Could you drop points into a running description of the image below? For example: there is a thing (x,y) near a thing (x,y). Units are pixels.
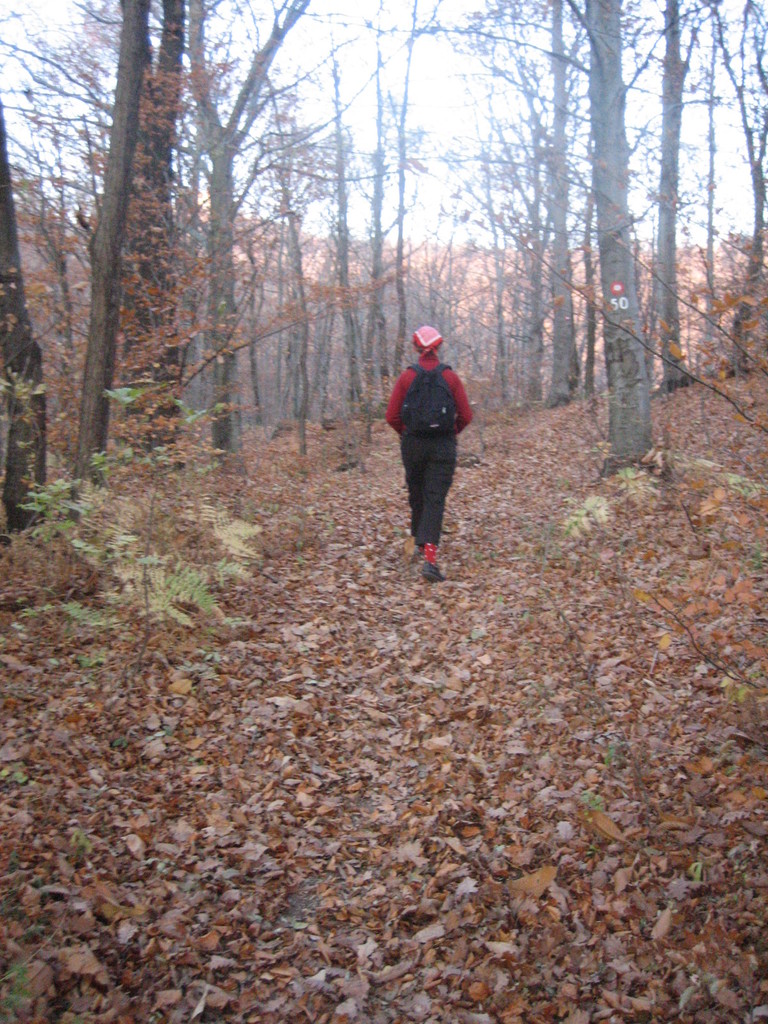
In this image there is a person (459,419) walking on a land (474,886), that land (482,851) is covered with leaves (405,692), in the background (261,316) there are trees (659,219).
